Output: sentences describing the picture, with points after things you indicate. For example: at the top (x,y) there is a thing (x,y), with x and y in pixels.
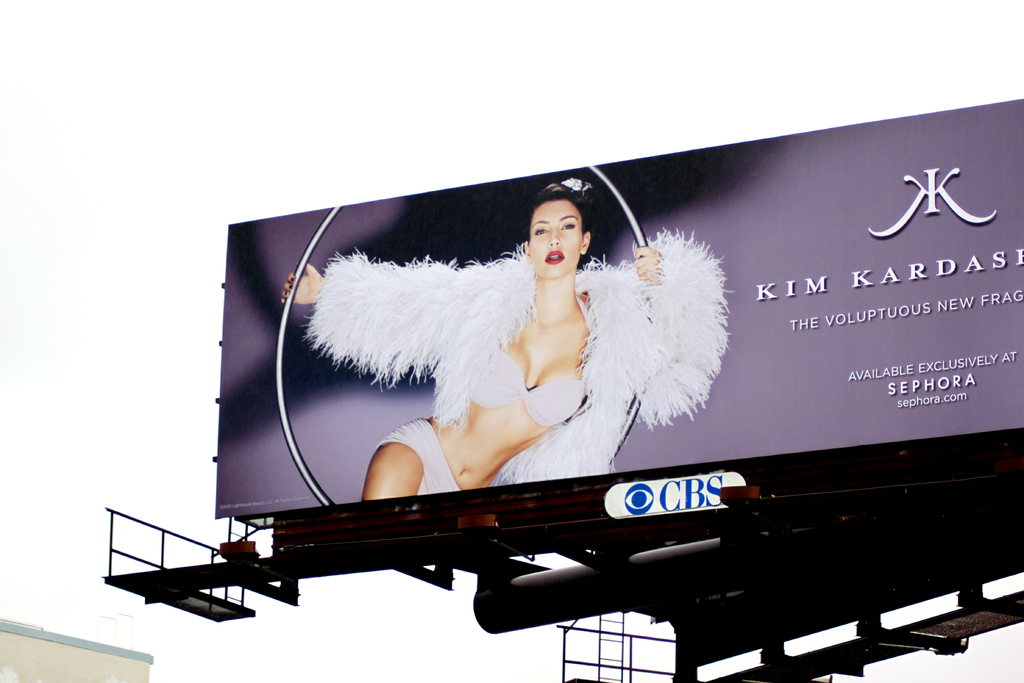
In this image I can see a board (415,352) is attached to the metal rods (681,546). On the board (551,402) there is an image (499,360) of a woman (544,355) and some text (794,289). In the bottom left (49,666) there is a wall (37,643). In the background (143,307), I can see the sky (156,236).
